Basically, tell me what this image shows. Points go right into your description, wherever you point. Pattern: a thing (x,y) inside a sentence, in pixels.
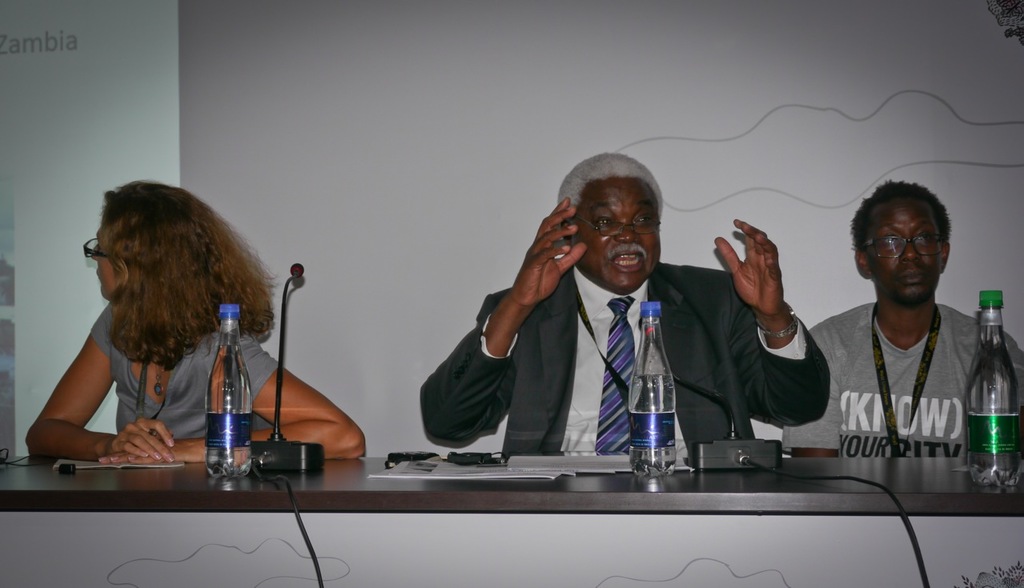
In this image I can see the people (568,287) sitting in-front of the table (579,475). On the table (548,479) there are bottles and the papers (522,467). In the background (177,114) there is a screen (69,117).
